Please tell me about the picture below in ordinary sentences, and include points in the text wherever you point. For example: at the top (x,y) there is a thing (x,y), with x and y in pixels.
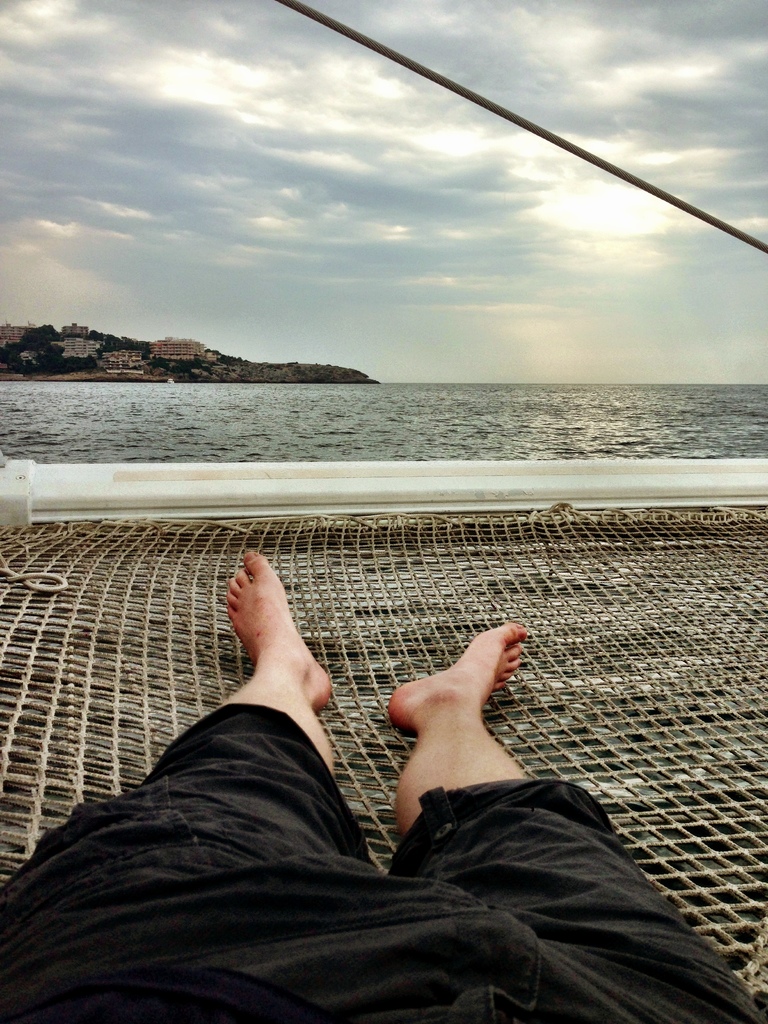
There is a person (301,768) in black color dress (533,846) on the net (457,541). Above him, there is a thread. In the background (664,413), there is water (200,441), a mountain (119,341) on which, there are trees (43,348) and buildings (186,353) and there is sun (641,218) and there are clouds (564,94) in the sky (522,277).
